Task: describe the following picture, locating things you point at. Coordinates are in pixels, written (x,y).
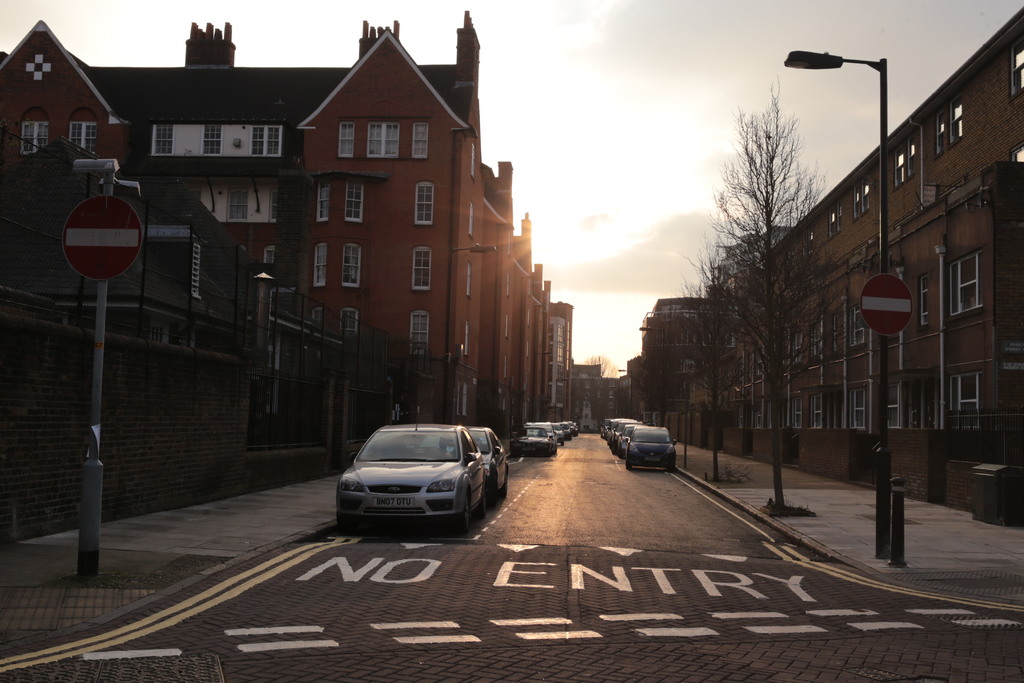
In this image I can see few buildings (431,196), windows (422,215), trees (768,347), light pole (849,61), sign boards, poles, fencing (264,405) and few vehicles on the road (429,655). The sky (543,139) is in white color.
